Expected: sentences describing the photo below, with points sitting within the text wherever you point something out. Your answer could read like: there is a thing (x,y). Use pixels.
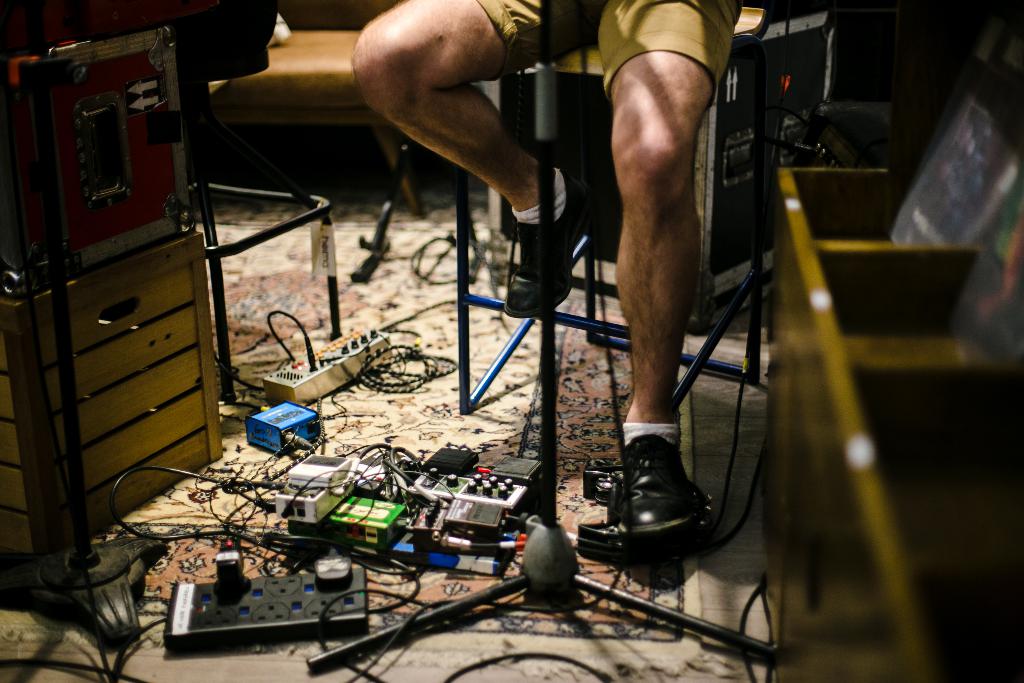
In this image I can see there is a power socket (267,597) at the bottom (331,602) and there are electronic gadgets (439,477). In the middle (649,393) a person (655,318) is sitting, this person (664,230) wore short (648,33) and black color shoes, on the left side (195,238) there are wooden boxes (191,265), at the top (304,107) it looks like a sofa chair (273,91).
